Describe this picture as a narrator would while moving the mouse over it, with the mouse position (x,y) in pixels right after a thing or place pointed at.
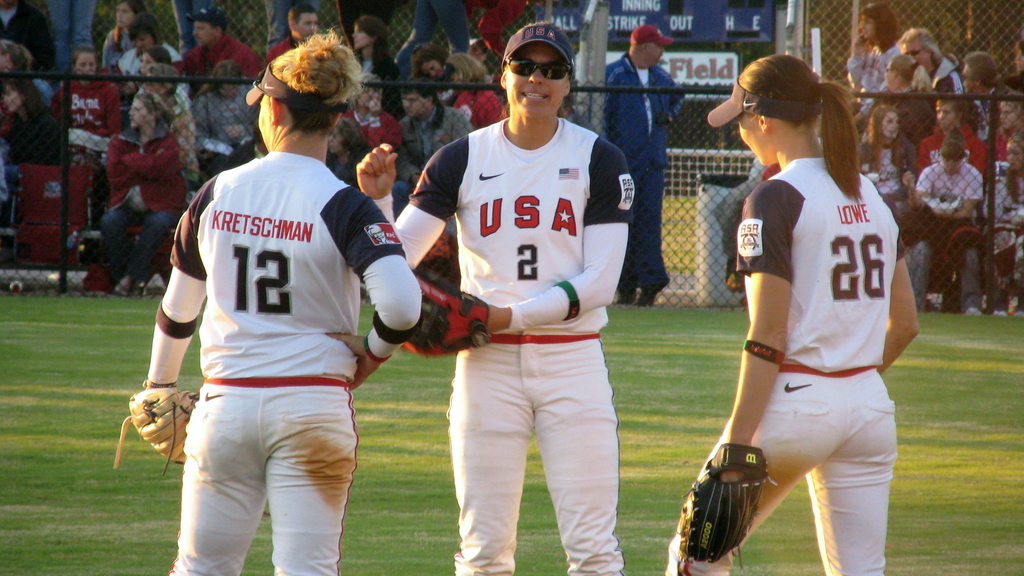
In this image we can see women (553,382) standing on the ground (901,416) wearing uniform (538,194). In the background (67,64) we can see grill (254,43) and spectators (170,84).
